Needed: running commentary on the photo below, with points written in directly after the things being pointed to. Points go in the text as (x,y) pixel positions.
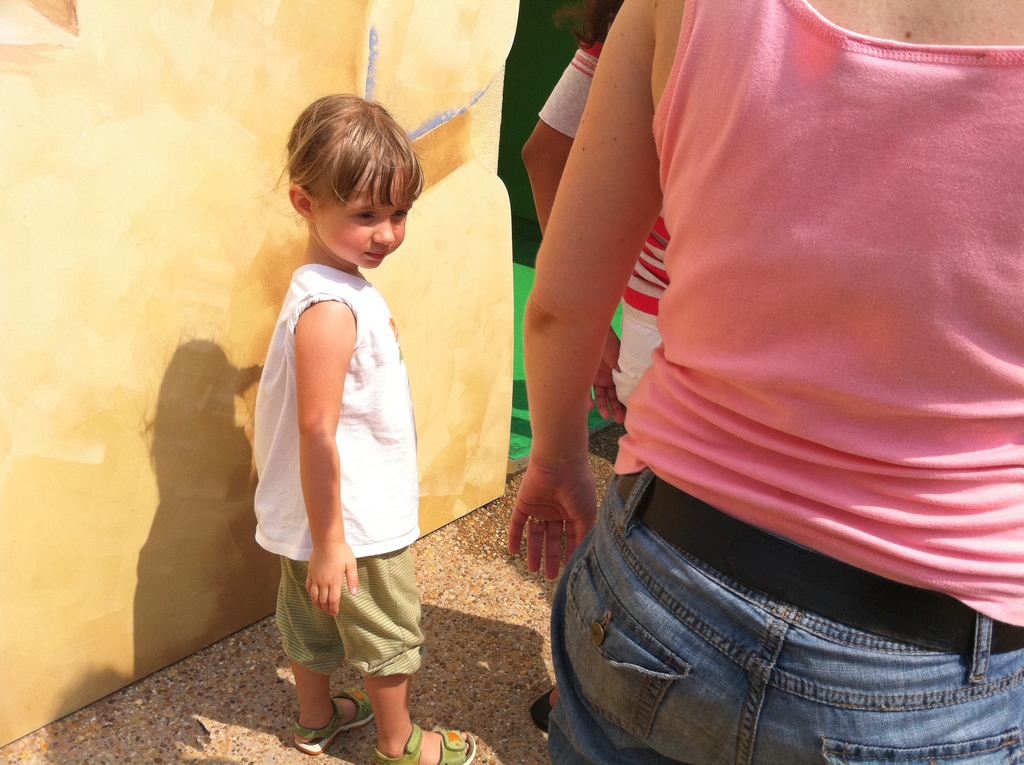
In this image we can see two people (719,92) standing on the right side (749,122). A kid (372,499) standing on the left side (316,335). And we can see the shadow (255,551). There is a wall (499,400) and the green color carpet (622,335) on the left side (165,579).
